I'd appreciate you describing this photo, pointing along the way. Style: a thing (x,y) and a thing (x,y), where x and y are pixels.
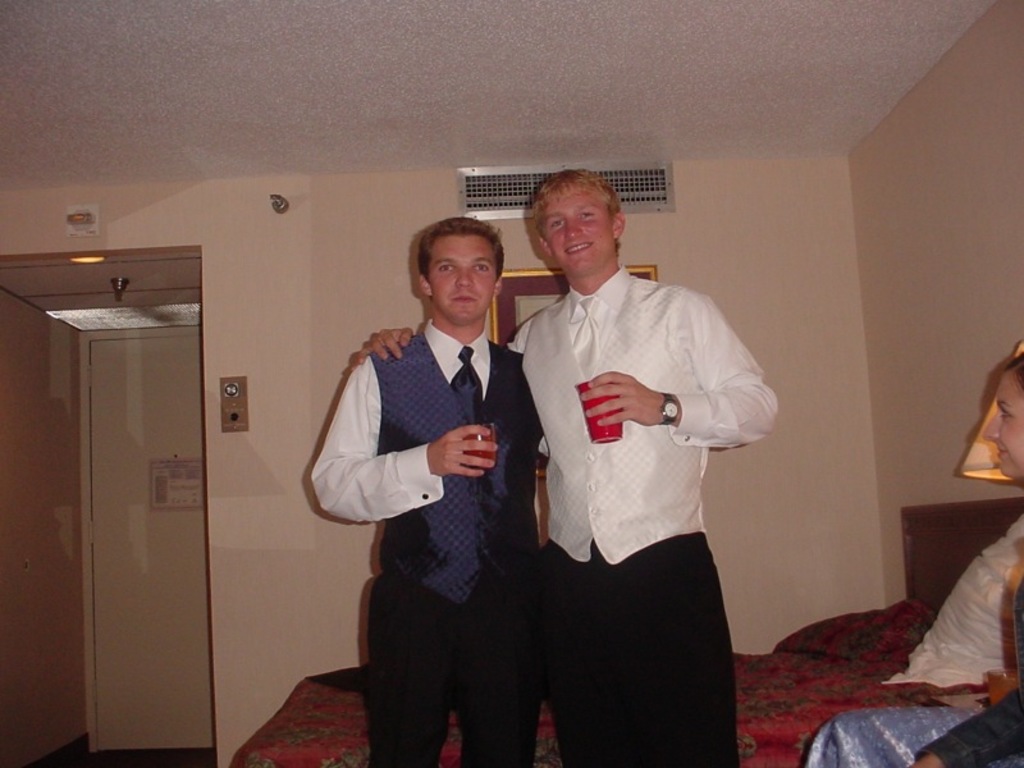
In this image in the center (644,487) there are persons (562,511) standing and smiling and holding glass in their hands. On the right side (992,719) there is a woman (942,731) sitting and smiling and there is a light lamp (993,454) and there is a pillow (990,591) on the bed (906,628) which is in the background (977,592) and there is a door (129,480) in the background (108,450). On the top (643,212) there is a light (92,258) and there is a ventilator (637,198) and there is a frame (513,309) on the wall (314,357) which is in the background (340,344).
